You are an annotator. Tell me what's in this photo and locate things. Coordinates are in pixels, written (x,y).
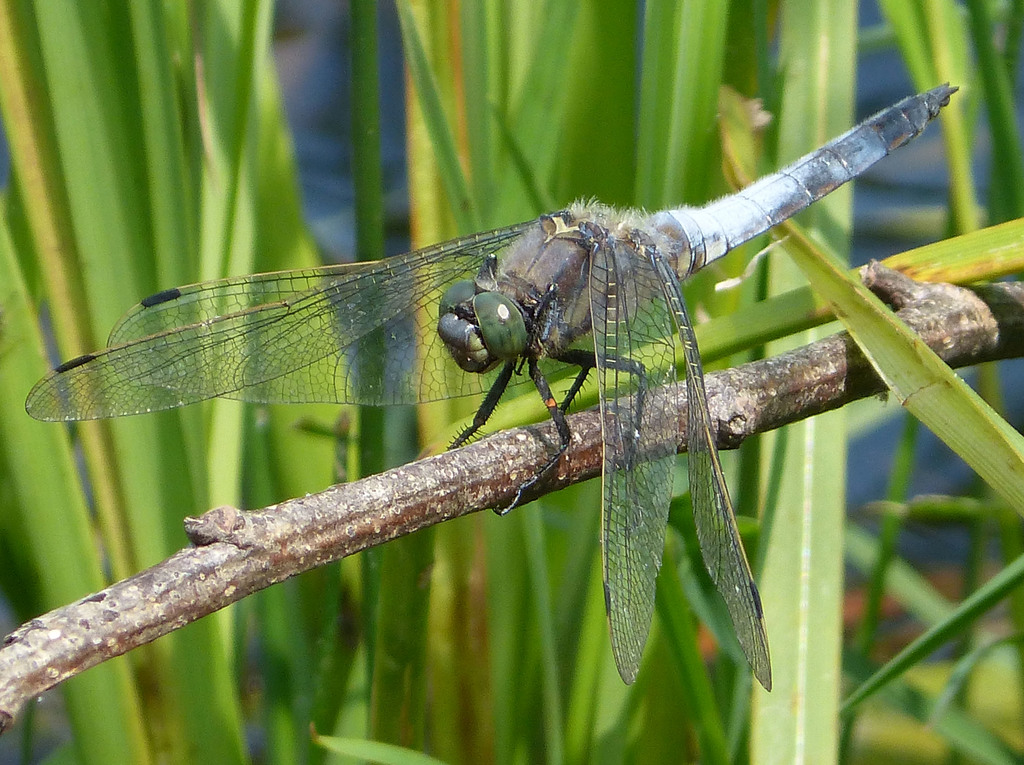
In this image, we can see a dragonfly (672,289) on a stick (501,434). We can see some plants (32,102).
